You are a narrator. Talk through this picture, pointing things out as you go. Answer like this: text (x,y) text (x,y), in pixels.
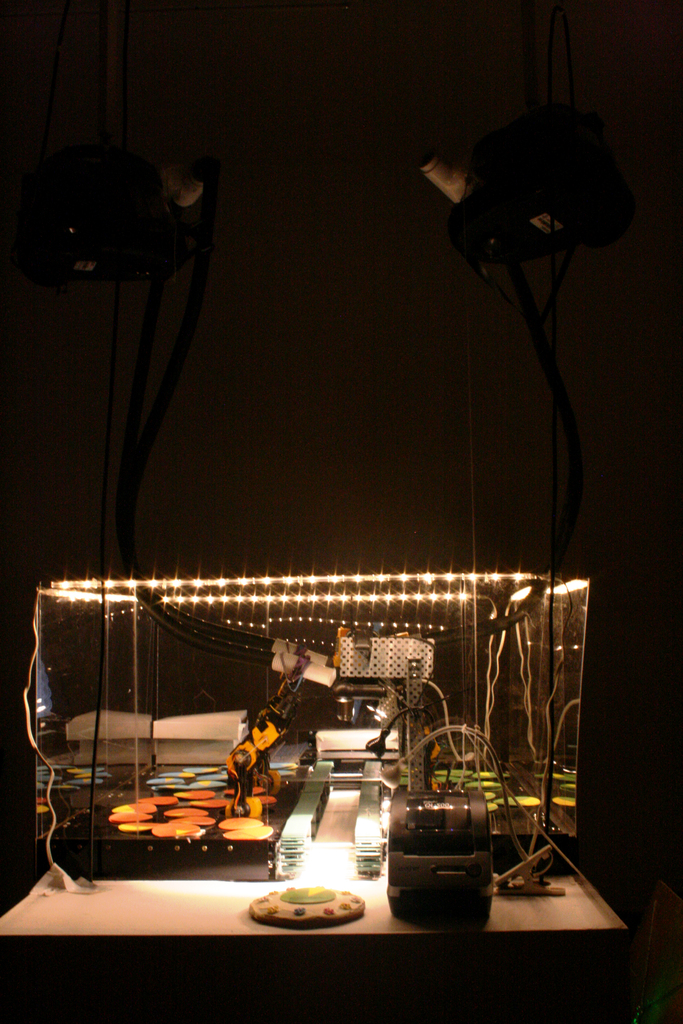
In this picture we can see a glass display box (47,631). Inside the box (361,724), there are cables (430,735), lights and some objects (273,786). At the top of the image (77,249), there are two other objects (76,197) and a dark background (325,290).
